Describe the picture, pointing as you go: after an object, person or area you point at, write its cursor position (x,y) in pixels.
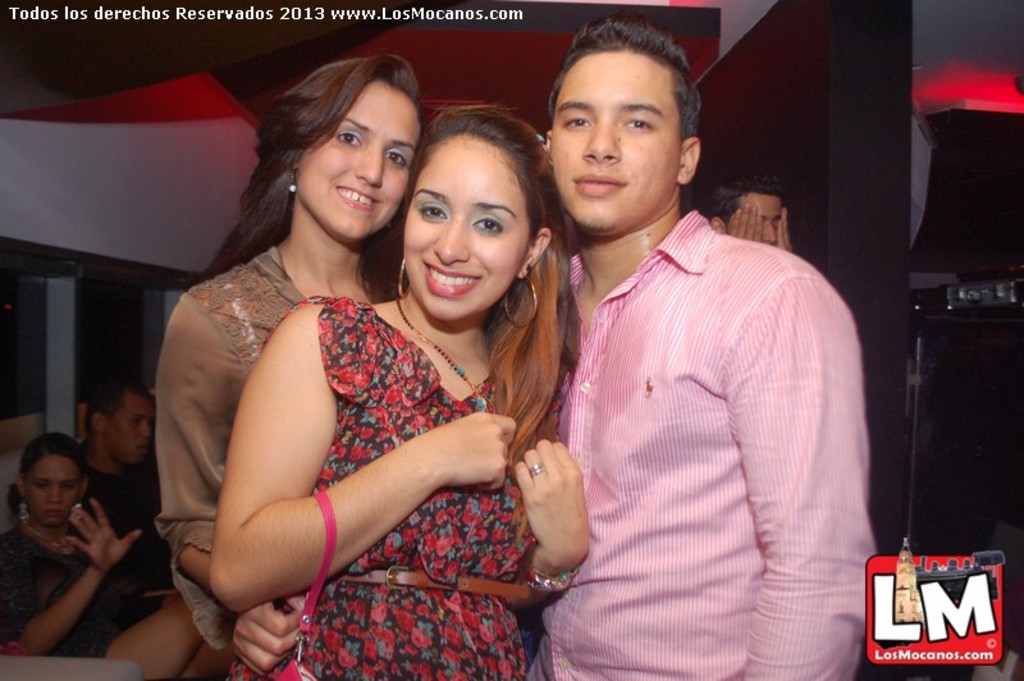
In this image there are three people (460,332) standing, and at the background (13,438) there are group of people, wall (202,132), speaker (1006,415), and there are watermarks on the image.
